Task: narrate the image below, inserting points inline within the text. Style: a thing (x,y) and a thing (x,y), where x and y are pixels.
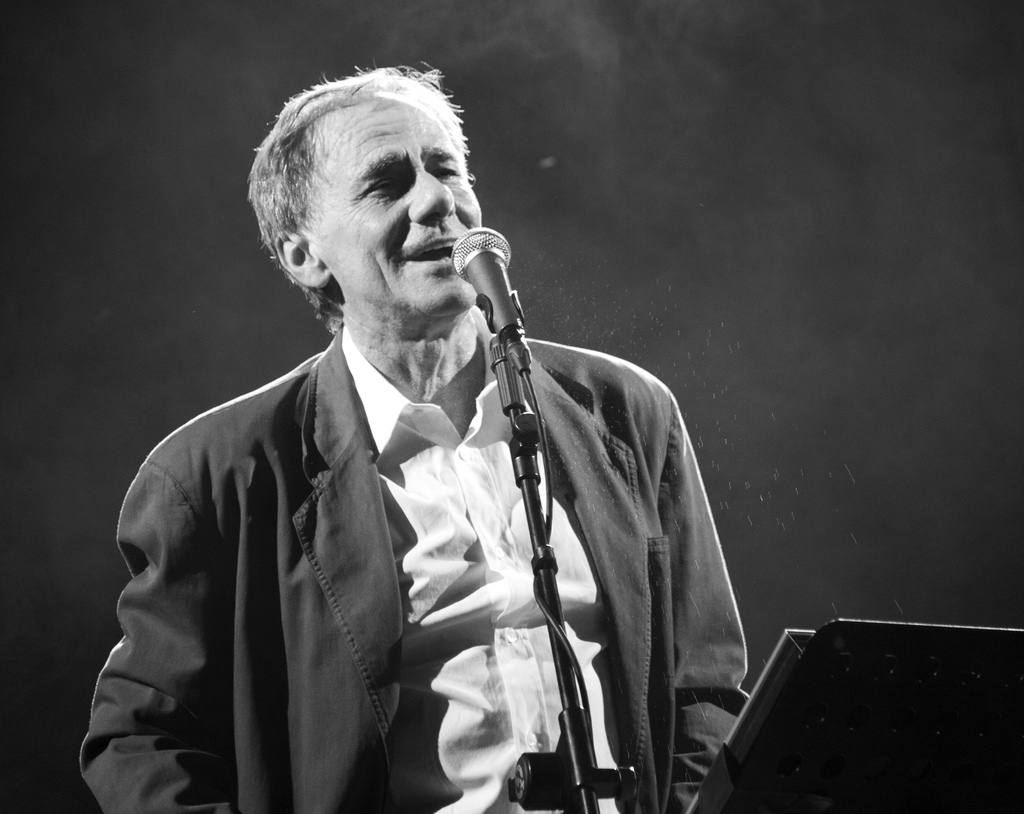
In the center of the image (423,443) there is a person (310,394) standing at the mic (492,265). In the background (562,49) there is wall (62,58).
